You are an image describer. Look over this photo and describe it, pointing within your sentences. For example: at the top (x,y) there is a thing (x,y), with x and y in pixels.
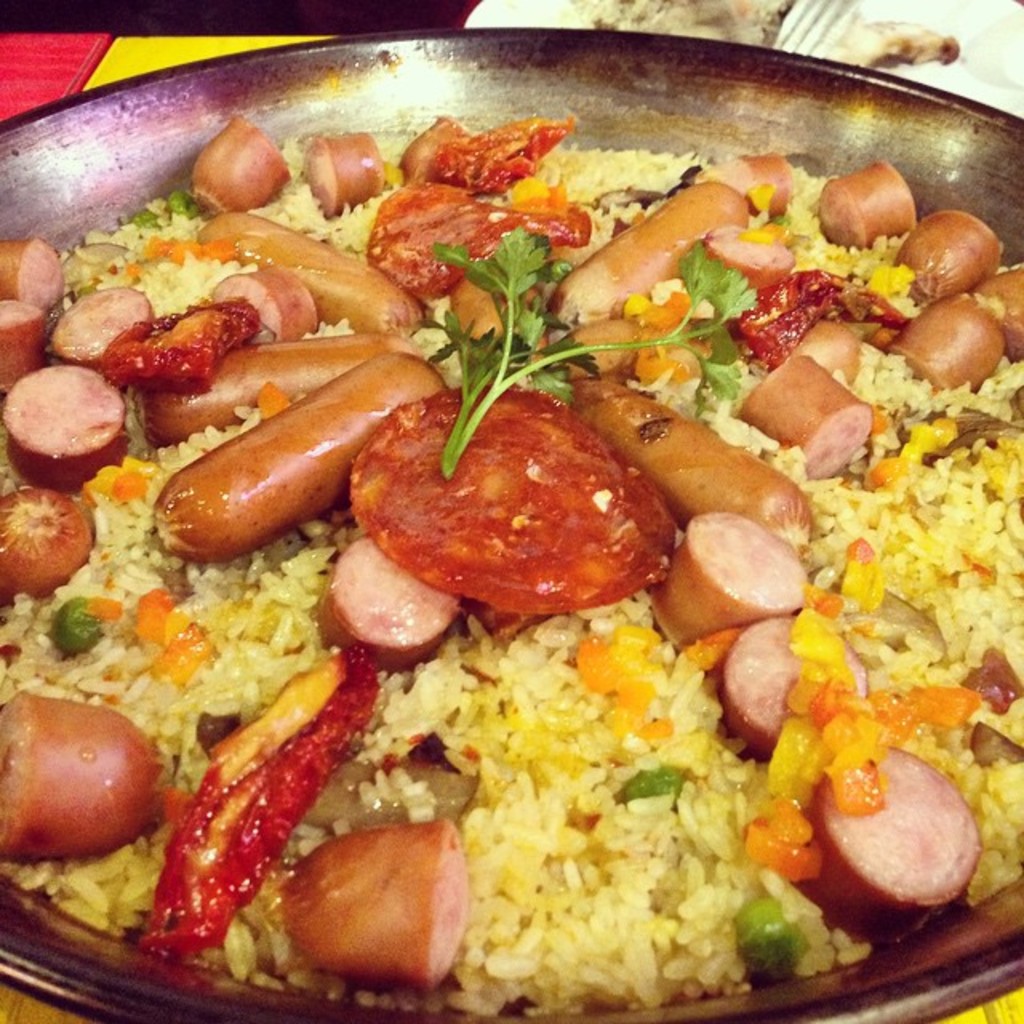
In this image we can see the rice (818,525) and vegetables (900,275) in the pan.
